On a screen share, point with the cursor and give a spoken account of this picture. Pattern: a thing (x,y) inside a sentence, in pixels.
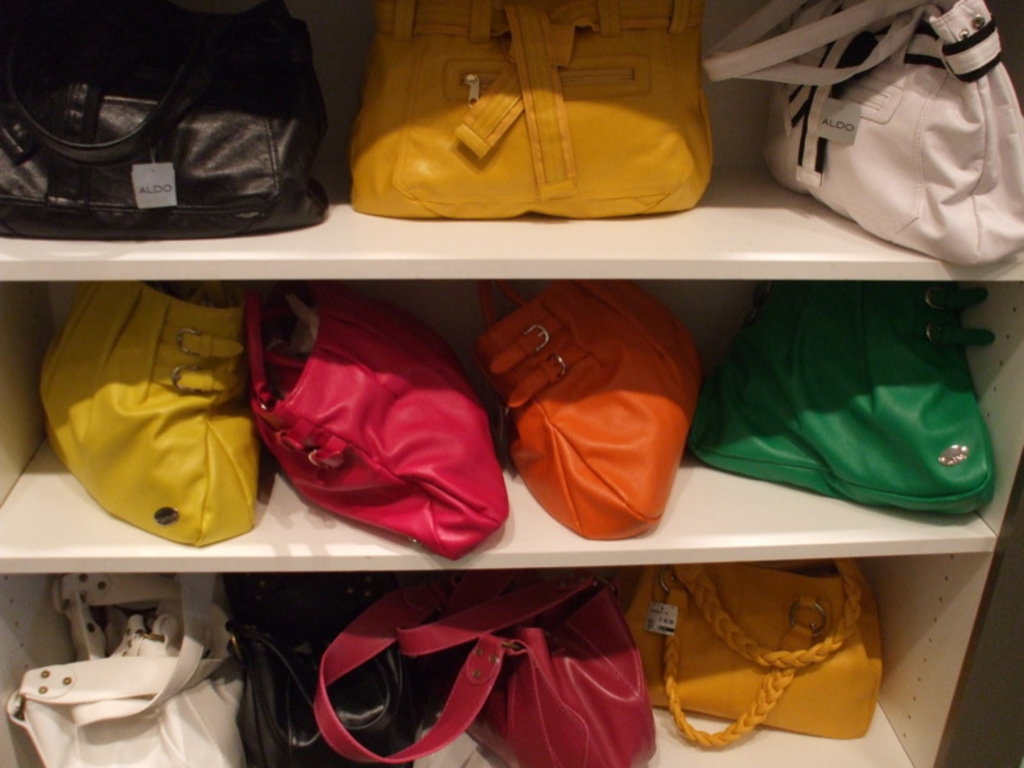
In this image there are group of bags (480,536) kept in a shelf (867,520). At the top (219,205) there are three bags (218,133), at the left side (205,127) there is a black colour, in the center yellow colour bag (594,116), and at the right side (908,132) white colour bag (917,139). In the middle (521,371) there are four bags (587,393) from the right side (880,406) green colour bag (888,392), center orange colour, left side (137,413) pink colour, and yellow colour. At the bottom (460,600) there are four bags (256,680) at the left side (137,702) there is a white colour bag (170,693), in the center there are black colour (382,700) and pink colour bag (555,704), at the right side (802,667) there is yellow colour bag (816,664).
